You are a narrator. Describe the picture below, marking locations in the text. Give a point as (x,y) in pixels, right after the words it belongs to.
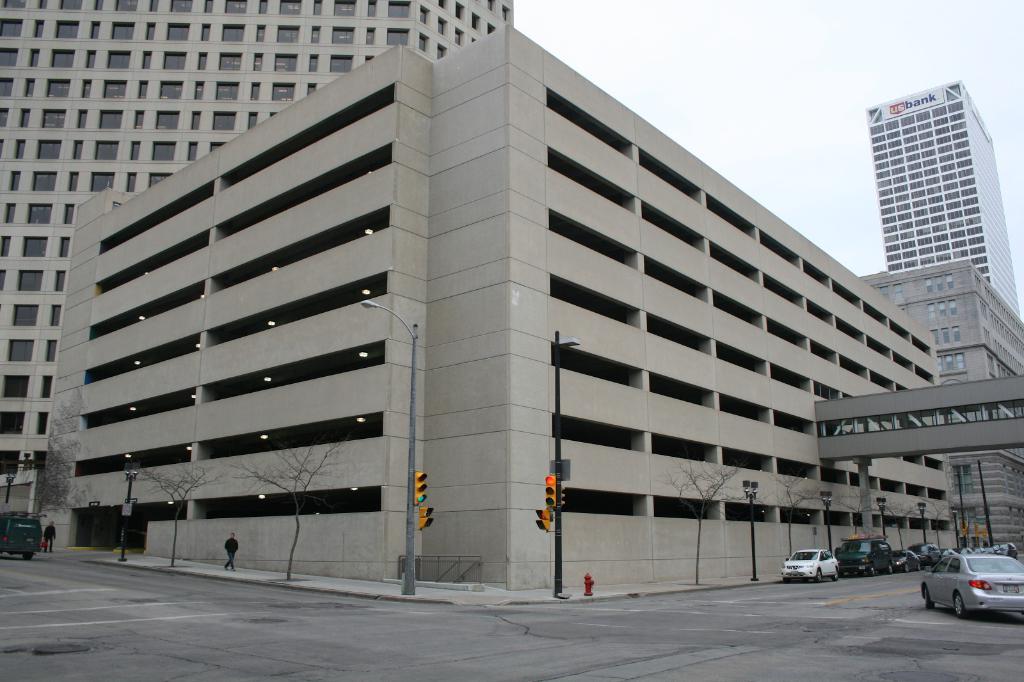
As we can see in the image there are buildings (766,494), dry trees (790,495), vehicles (817,566), street lamps (415,520), traffic signals (551,499), windows (162,175) and a person (231,568) walking. At the top (736,61) there is sky (727,50).
